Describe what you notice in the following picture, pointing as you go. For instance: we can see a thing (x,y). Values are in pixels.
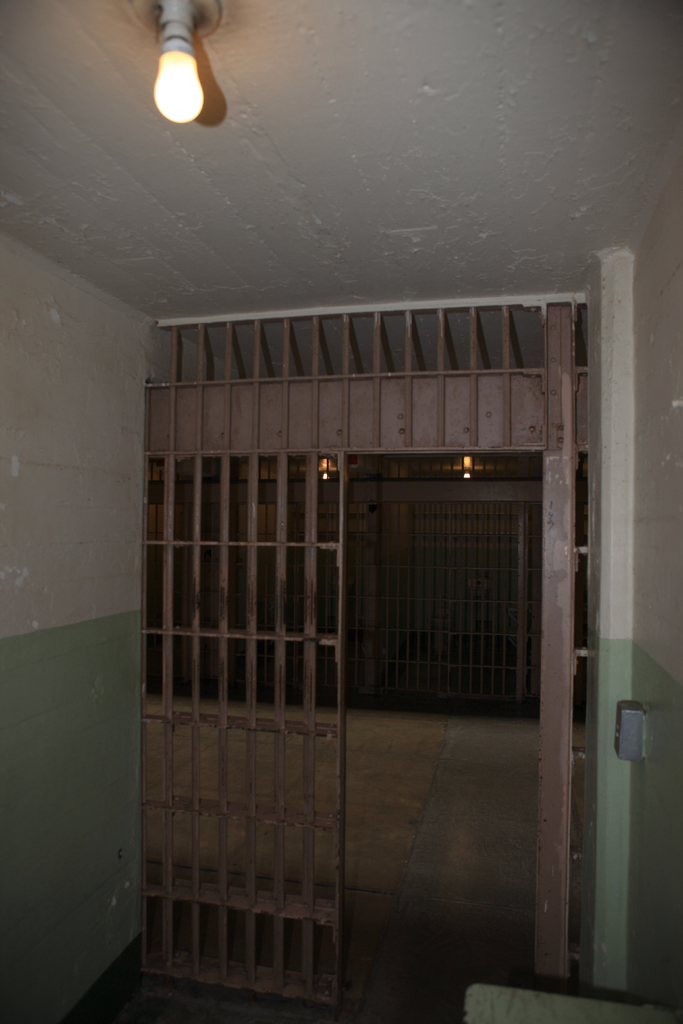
In this image we can see the grill (346,601), walls (0,635), path (412,869), lights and also the ceiling (417,178).
